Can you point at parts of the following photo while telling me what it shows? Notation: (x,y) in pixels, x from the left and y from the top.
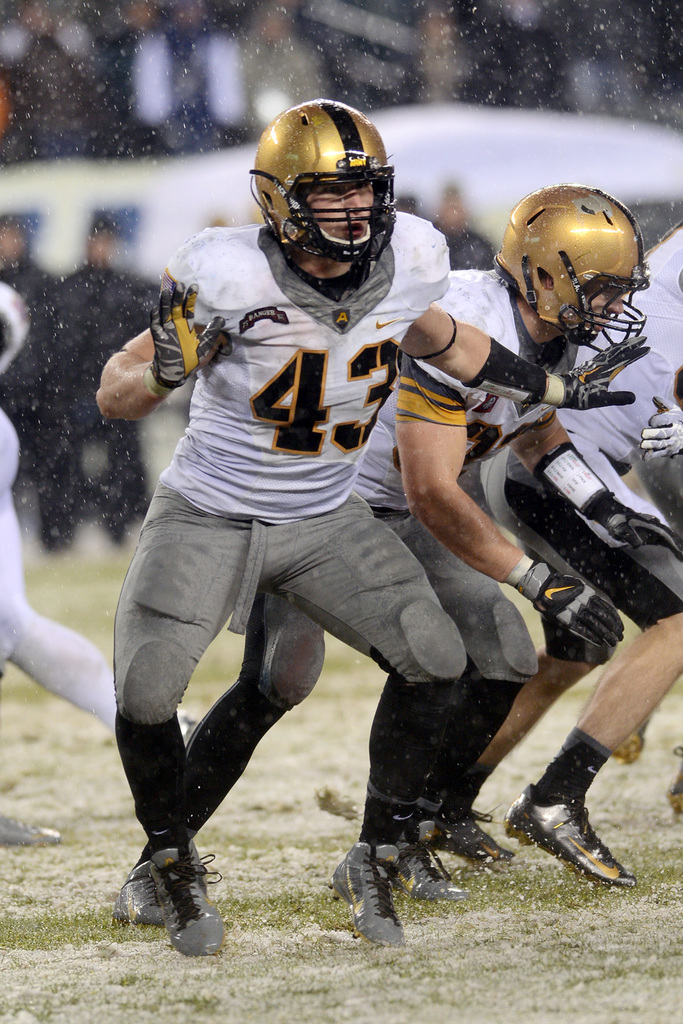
In this image we can see a group of people (660,416) standing on the ground (572,712) wearing the helmets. On the backside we can see some people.
